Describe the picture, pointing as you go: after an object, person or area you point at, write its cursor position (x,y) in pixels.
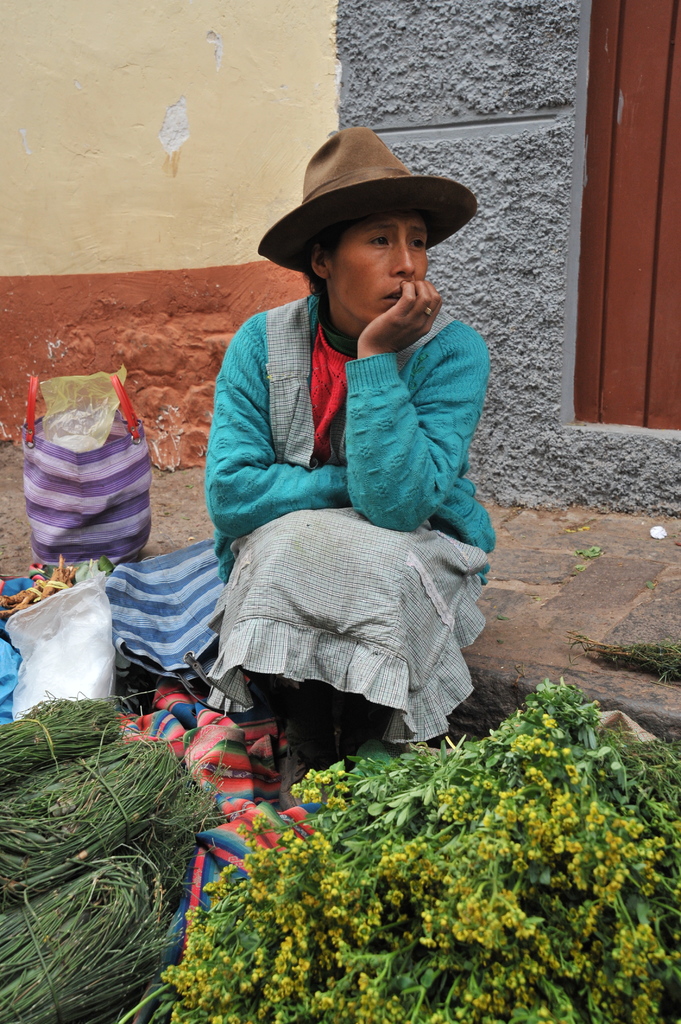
The woman (440,383) in blue jacket (387,490) who is wearing a brown hat (398,194) is sitting. Beside her, we see the bags (101,537) or the baskets (108,509) in violet and blue color. Beside that, we see a plastic cover (99,619) and a cloth (197,718) in red and blue color. Beside that, we see the grass (75,808). At the bottom (472,794), we see a plant (439,910) or a tree (513,813). In the background (414,150), we see a wall (246,188) in grey, yellow and brown color. In the right top (621,264), we see a brown door (644,319).
